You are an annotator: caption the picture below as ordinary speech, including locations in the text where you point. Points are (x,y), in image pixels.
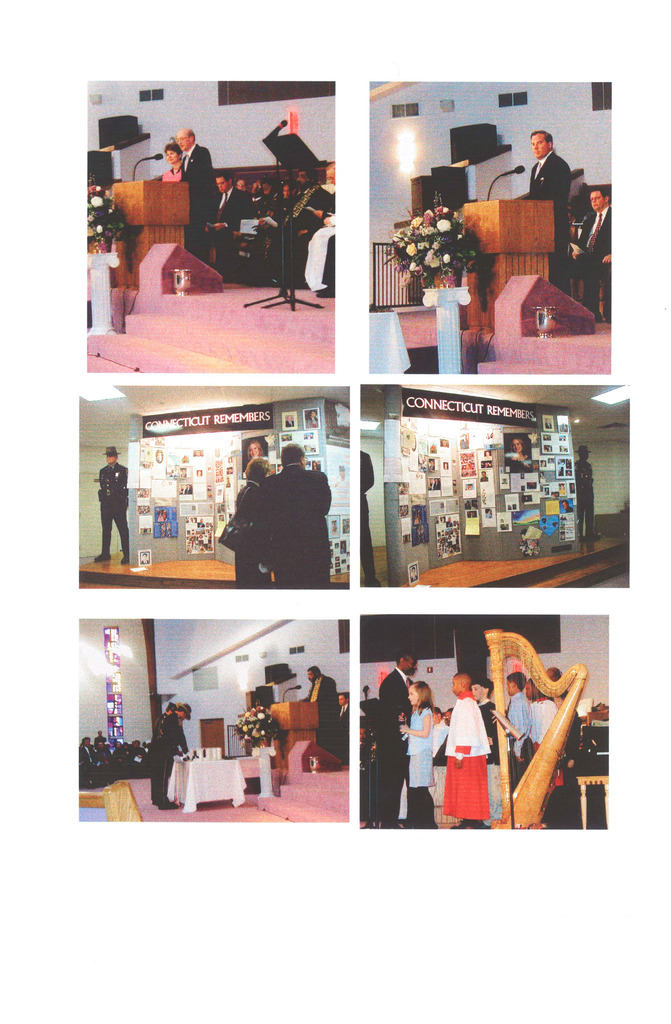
This is an edited image. This picture is the collage of six images. At the top (186,143), we see a man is standing. In front of him, we see a podium (171,187) on which a microphone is placed. Beside that, we see a flower pot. Behind him, we see many people (258,226) are sitting on the chairs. In the middle (271,411), we see a notice board (497,494) on which many posters (483,509) are pasted. Beside that, we see three people (272,542) are standing. At the bottom (417,804), we see the people (323,691) are standing. Beside them, we see a table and a flower vase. On the right side (527,714), we see a musical instrument (561,722).
